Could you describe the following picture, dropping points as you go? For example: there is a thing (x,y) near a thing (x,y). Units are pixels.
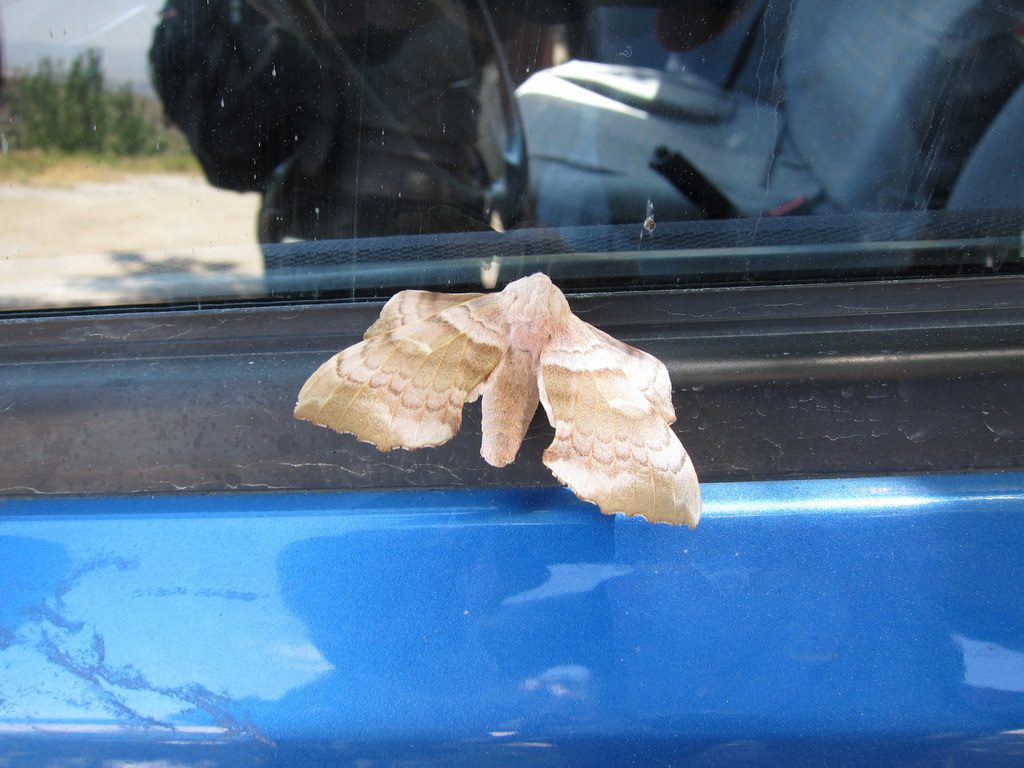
In this picture there is a insect (613,375) on the vehicle (726,174). There is a reflection (179,14) of a person (352,1) on the mirror (374,71) and there is a reflection (41,111) of trees (39,79) on the mirror (367,143) and there is a reflection (89,22) of sky (73,18) on the mirror (182,226). Behind the mirror (190,276) there are seats (543,117).
